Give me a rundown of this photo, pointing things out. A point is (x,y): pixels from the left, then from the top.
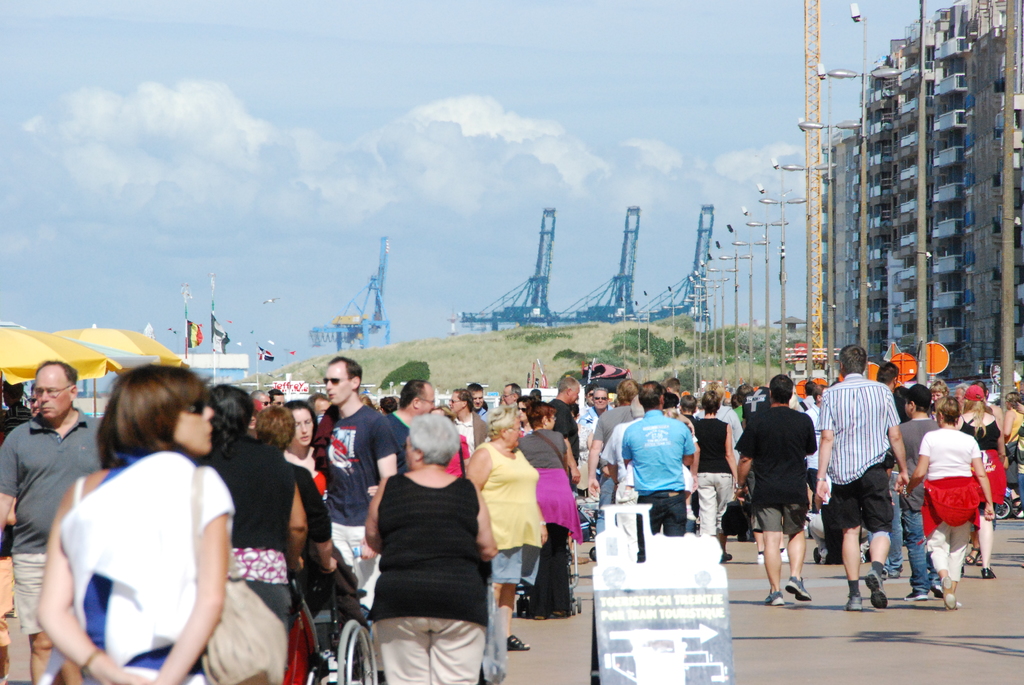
People (352,495) are walking. There is a board (621,643) at the front (639,648). A person (336,620) is sitting on a wheelchair (345,669) at the left (333,663). There are tents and flags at the left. There are poles (1007,317) and buildings (1000,185) at the right (1013,303). There is grass (493,372) at the back (521,369) and there are clouds (416,179) in the sky (498,67).
